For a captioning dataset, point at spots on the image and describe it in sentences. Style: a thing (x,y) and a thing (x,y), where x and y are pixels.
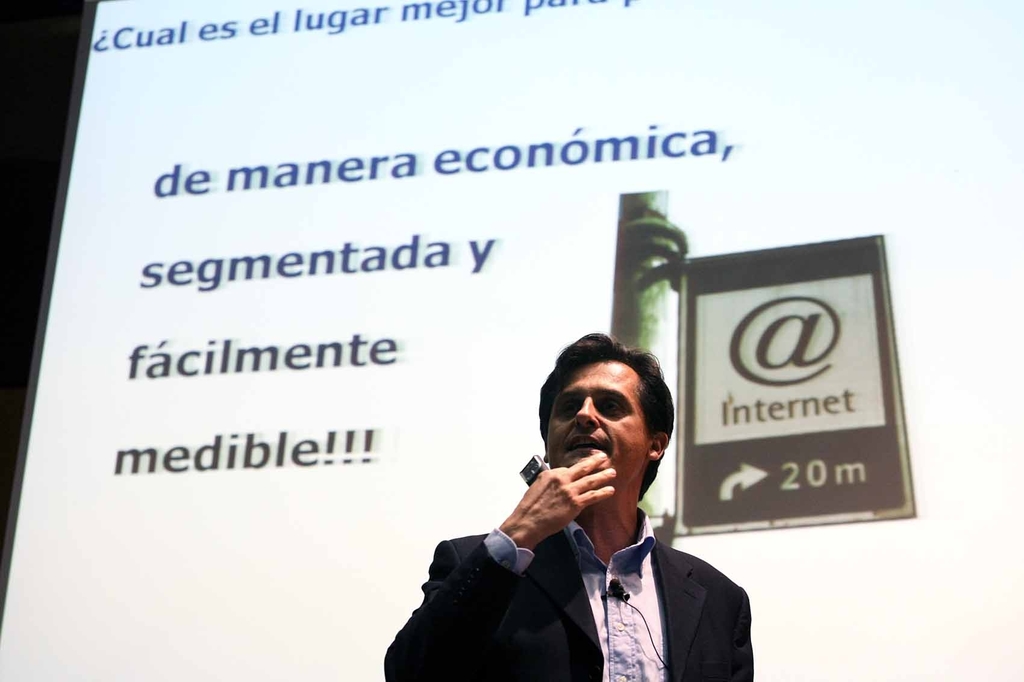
This is the picture of a person (628,414) who is wearing suit (677,609) and standing in front of the projector screen (328,319) and also we can see something displayed on the screen (333,493).
